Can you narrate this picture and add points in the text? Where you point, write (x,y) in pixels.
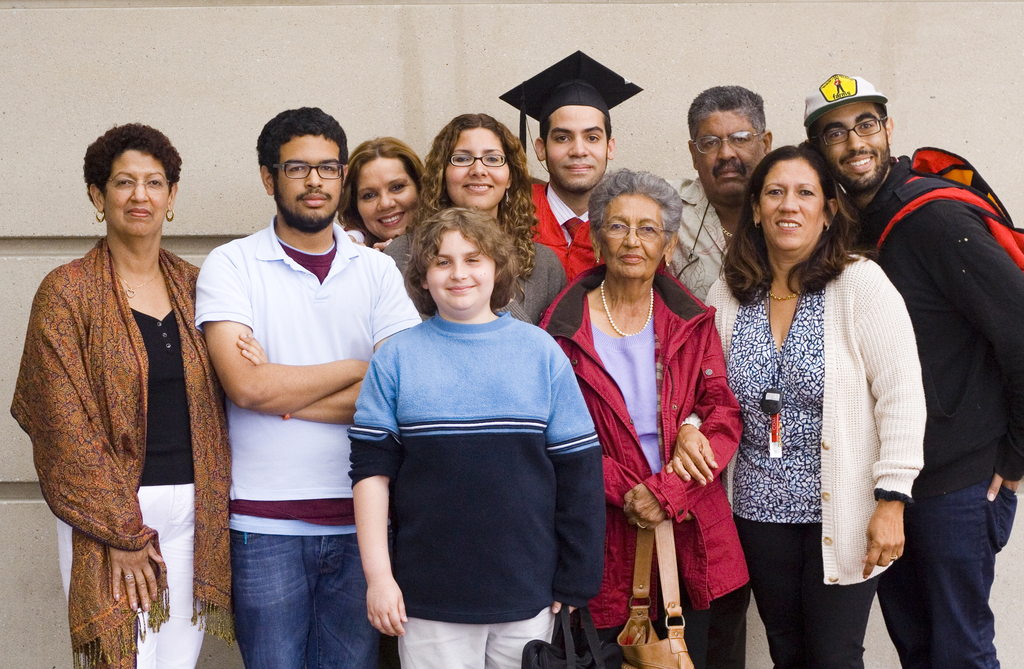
In the foreground of this image (663,384), there are few people (577,410) standing and posing to a camera. In the background (266,38), there is a wall (243,42).
